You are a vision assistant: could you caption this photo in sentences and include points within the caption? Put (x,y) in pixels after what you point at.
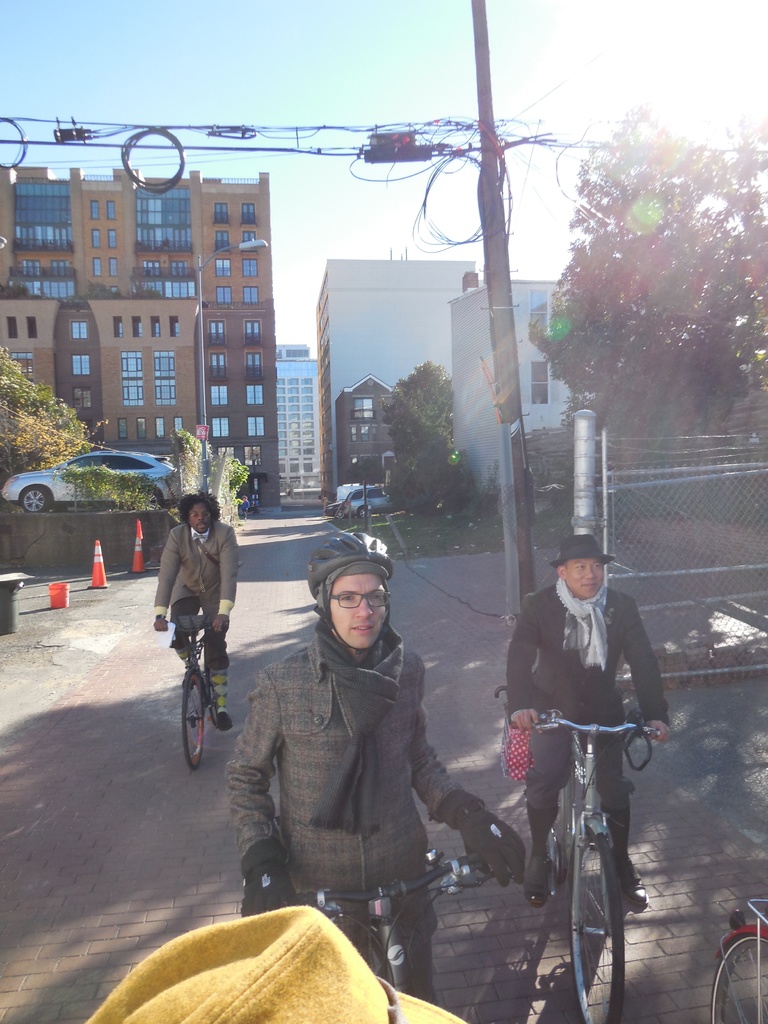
In this picture there is a man (311,720) holding a bicycle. There is also another man (583,713) who is sitting on bicycle (609,925). There is a person (204,568) who is riding a bicycle (192,651). There is a traffic cone (103,562), bucket (67,593), car (67,499), tree (47,419), buildings (261,384), plant (440,436) and a pole (519,395) at the background (515,447).
